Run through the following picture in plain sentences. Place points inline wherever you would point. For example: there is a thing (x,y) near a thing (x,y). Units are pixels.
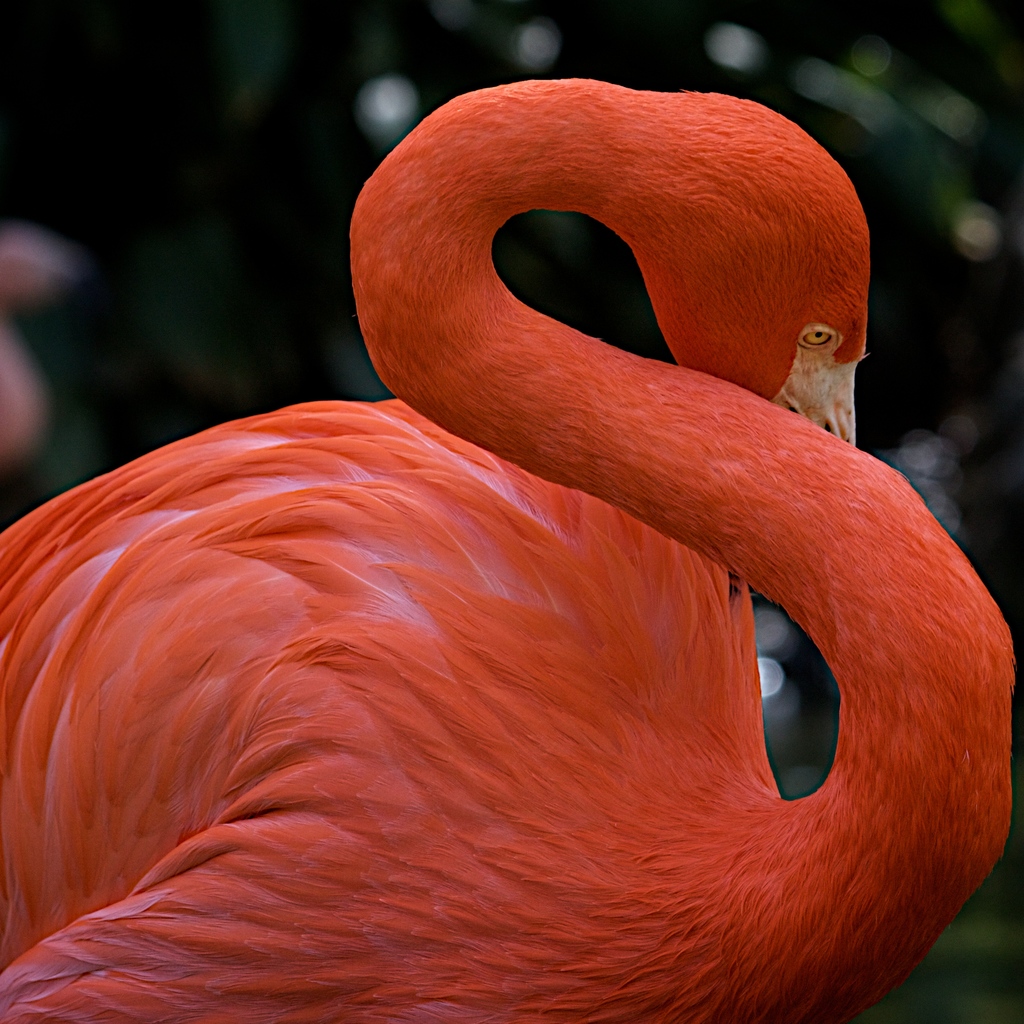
In this picture I can see a red color flamingo (825,202), and there is blur background (640,48).
